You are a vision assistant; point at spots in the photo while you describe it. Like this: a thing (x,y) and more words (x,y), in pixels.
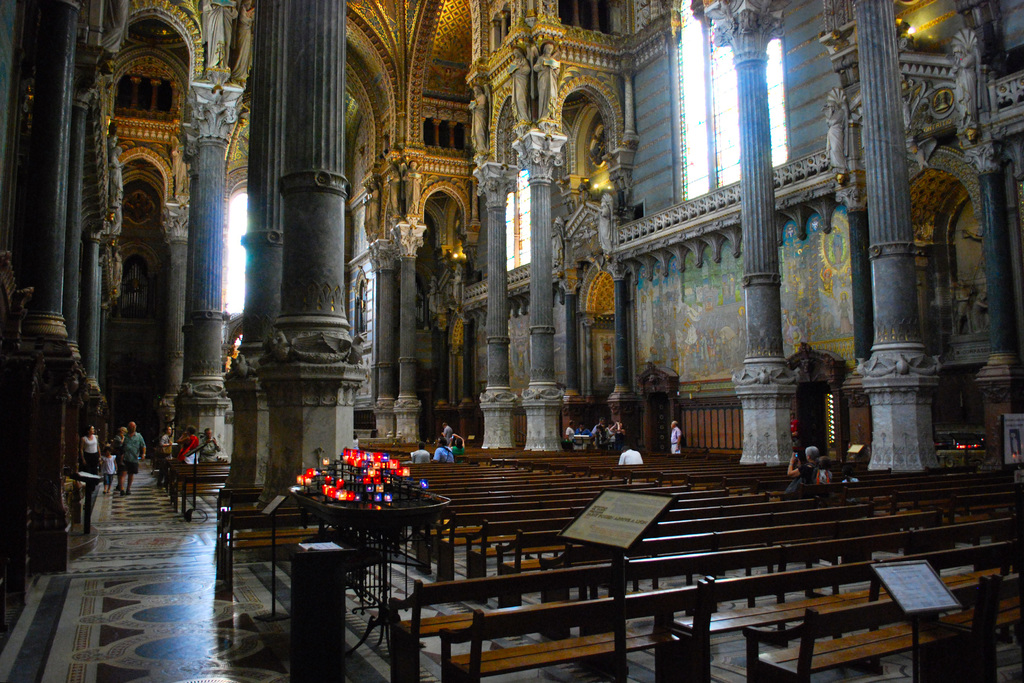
In this image we can see the inside view of the church (790,55) which includes pillars (860,195), after that we can see some objects (640,498), we can see few people (169,454), we can see the sitting tables (438,489), we can see the lights (374,459).
